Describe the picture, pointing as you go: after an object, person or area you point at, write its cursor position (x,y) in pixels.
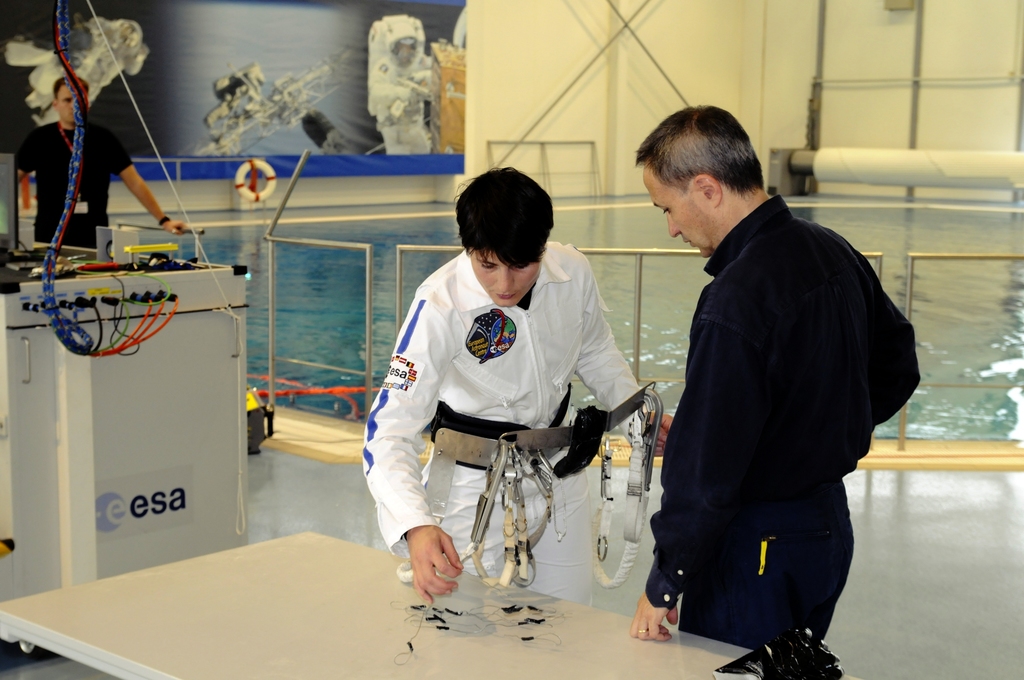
In the picture we can see a man (733,613) and the woman (498,310) standing near the desk (617,657), the woman (512,319) is wearing some costume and working something on the table (295,673) and the man (734,123) is watching it and behind the woman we can see a machine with wires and far away from it, we can see a man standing near the railing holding it and behind the railing (270,340) we can see the pool (956,310) with water (628,305), in the background (244,207) we can see the wall (930,195) with poster (213,68) and beside it we can see some pipes (924,183).
